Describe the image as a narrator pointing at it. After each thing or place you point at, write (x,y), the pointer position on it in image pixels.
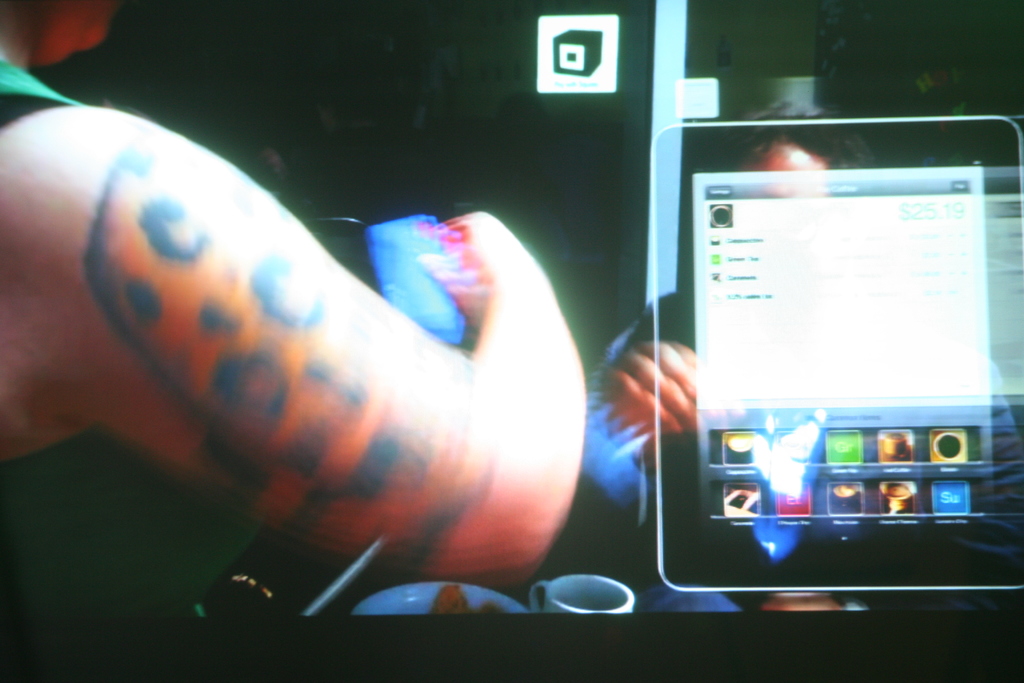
On the left side (91,234), there is a person (104,316). On the right side (880,511), there is a screen (946,435). Beside this screen (874,196), there is a person (622,357). And the background (131,62) is dark in color.
